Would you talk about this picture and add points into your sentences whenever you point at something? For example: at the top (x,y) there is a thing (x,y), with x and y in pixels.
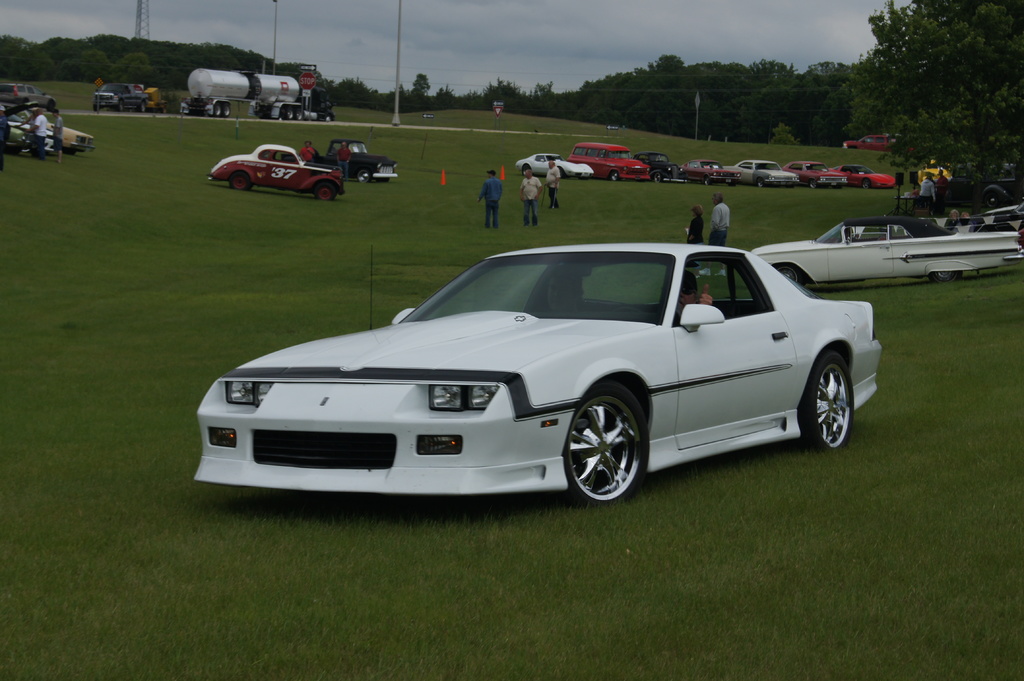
In this image we can see the people (549,185) standing and there are vehicles (159,108) on the ground (246,121). And there are trees (707,131), poles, board (697,103), tower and the sky (560,46).
